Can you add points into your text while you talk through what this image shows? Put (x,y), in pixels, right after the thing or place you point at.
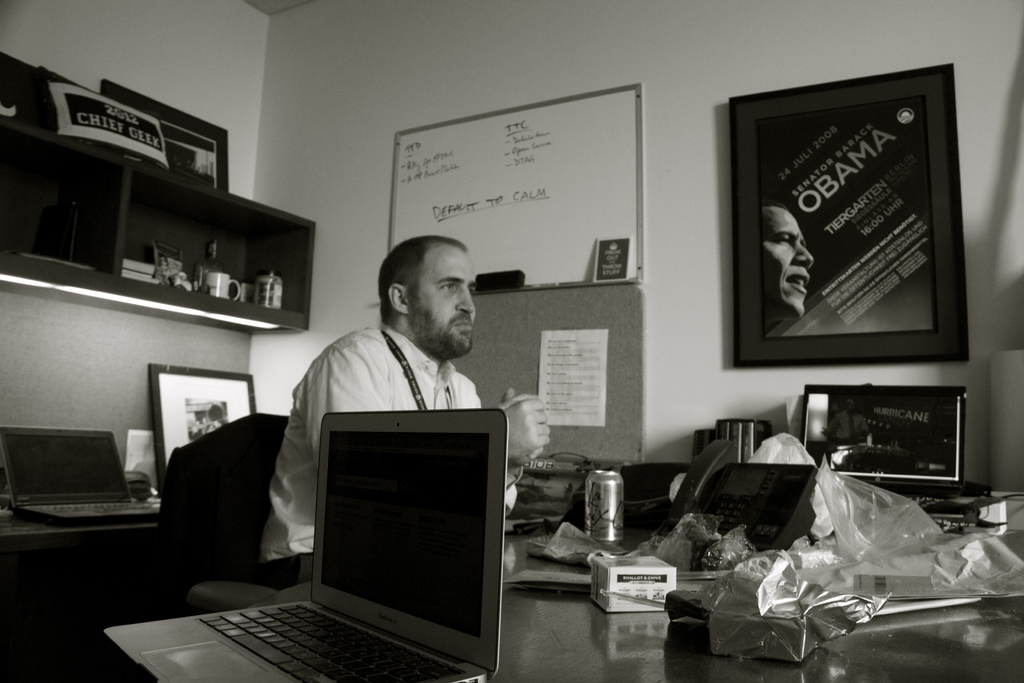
A person (423,381) is wearing a tag (410,377) and sitting on a chair (246,496). There is a table (569,611). On the table (585,639) there is a laptop (436,579), telephone (729,502), can (617,507), box (634,567), wrappers (793,572), covers (825,520) and many other items (677,534). And on the wall (412,109) there is a board (641,194), photo frame (786,256), notice (581,382). And there is a cupboard (180,212). Inside the cupboard (237,279) there are cups (234,282) books (144,277) and many other items (170,276).
